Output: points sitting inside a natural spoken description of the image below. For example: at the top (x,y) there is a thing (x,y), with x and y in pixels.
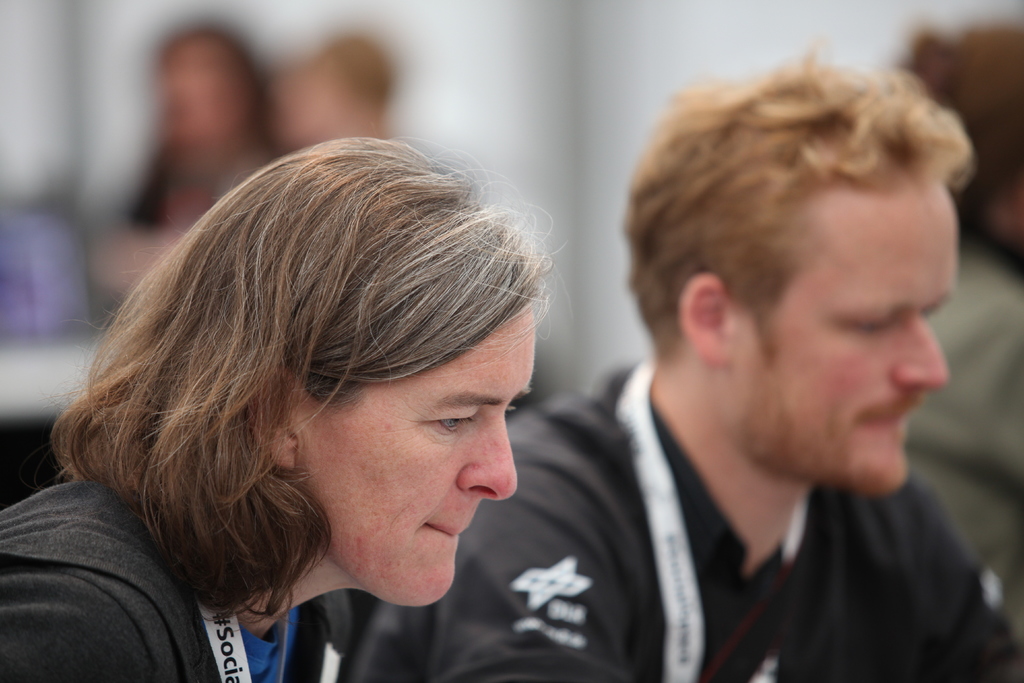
In this image we can see a group of people (839,303). One woman (408,384) with long hair (238,591) is wearing id card (231,641) and one person (754,508) is wearing black dress (734,589).
